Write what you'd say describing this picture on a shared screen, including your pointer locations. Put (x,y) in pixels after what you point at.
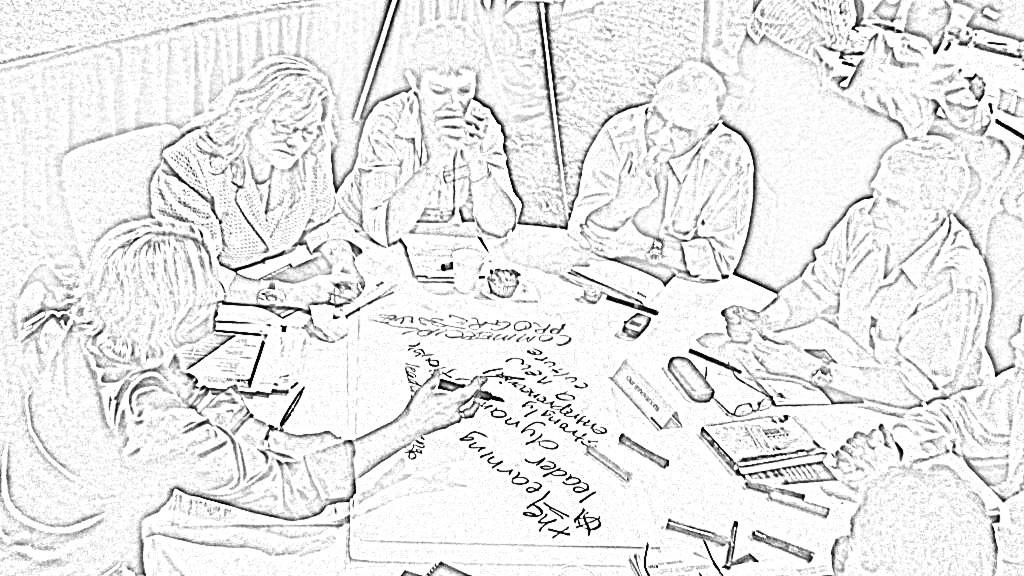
This is a sketch picture. People (504,222) are sitting on chairs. In-front of them there is a table (688,449) with objects (549,443).
